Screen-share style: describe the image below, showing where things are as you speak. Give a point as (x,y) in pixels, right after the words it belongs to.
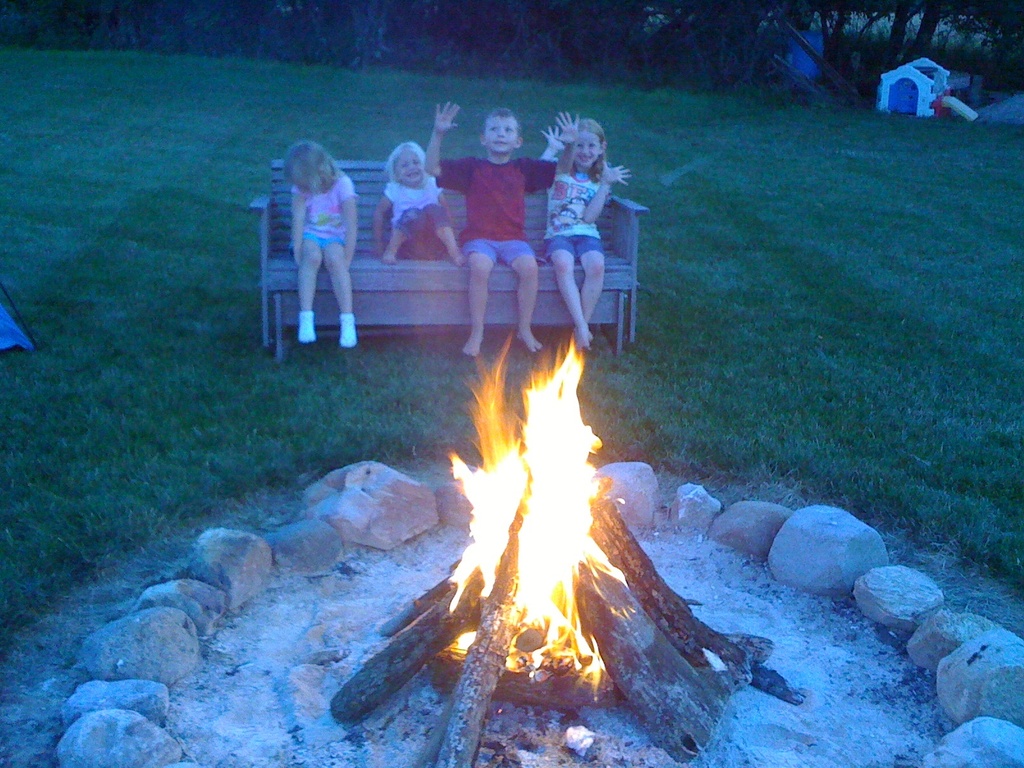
In the foreground of this image (621,559), there is fire (544,575) and stones (125,748) around. Behind it, there are three girls (454,241) and a boy (510,194) sitting on a bench (394,302) on the grass (370,399). At the top (789,38) there are trees (615,10) and dog house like an object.
